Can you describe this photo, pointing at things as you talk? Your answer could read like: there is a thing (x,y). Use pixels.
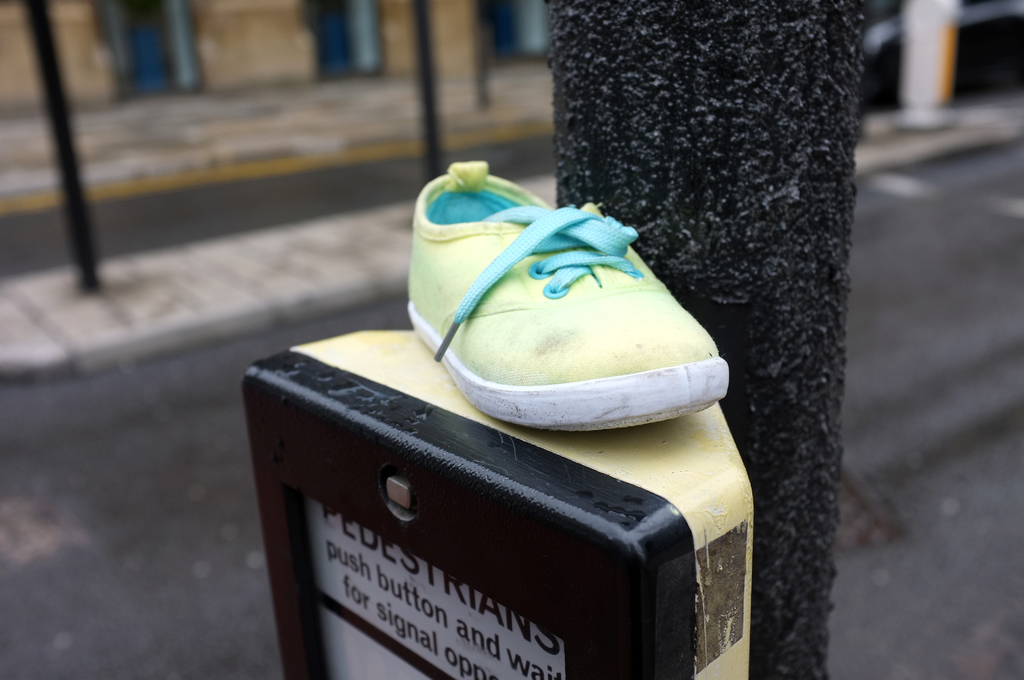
In this image, I can see a shoe (555,252), which is placed on a machine (452,582). This machine (677,558) is attached to a pole (795,500). In the background (249,339), I can see the roads (127,238) and pathway (137,306).
